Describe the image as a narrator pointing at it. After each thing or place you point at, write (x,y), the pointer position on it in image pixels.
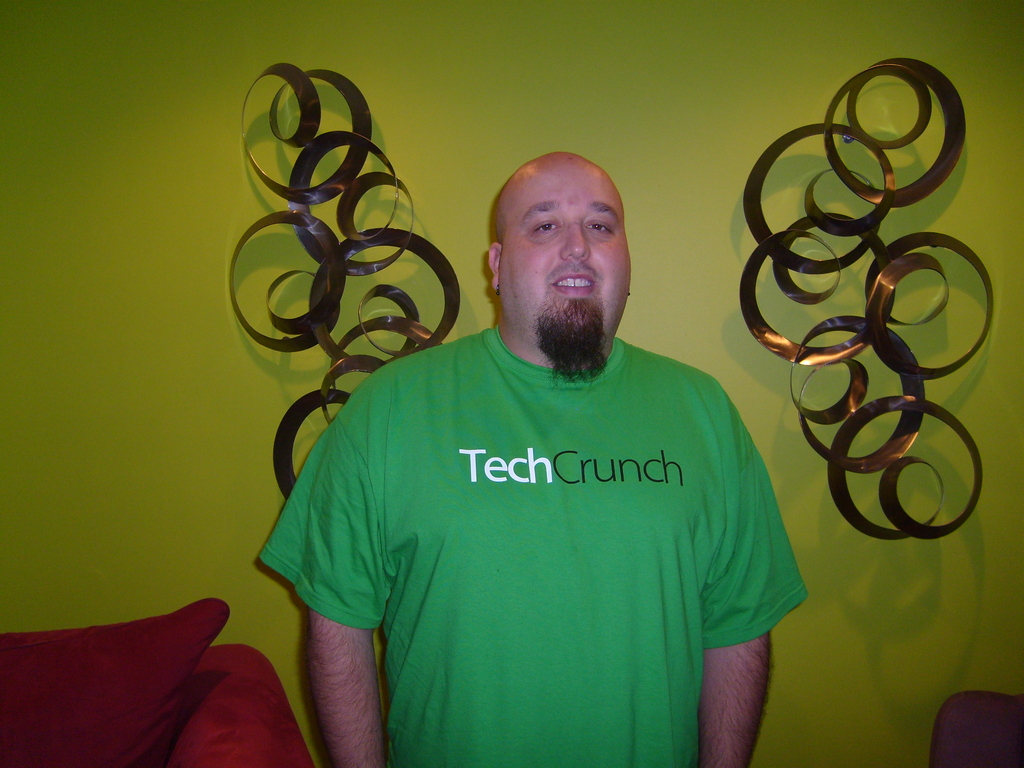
In this image we can see a person (536,444) wearing green t-shirt (592,491) is standing, beside him there is a couch (203,699). In the background (339,371) there is a wall (763,306) with decoration (887,458).
